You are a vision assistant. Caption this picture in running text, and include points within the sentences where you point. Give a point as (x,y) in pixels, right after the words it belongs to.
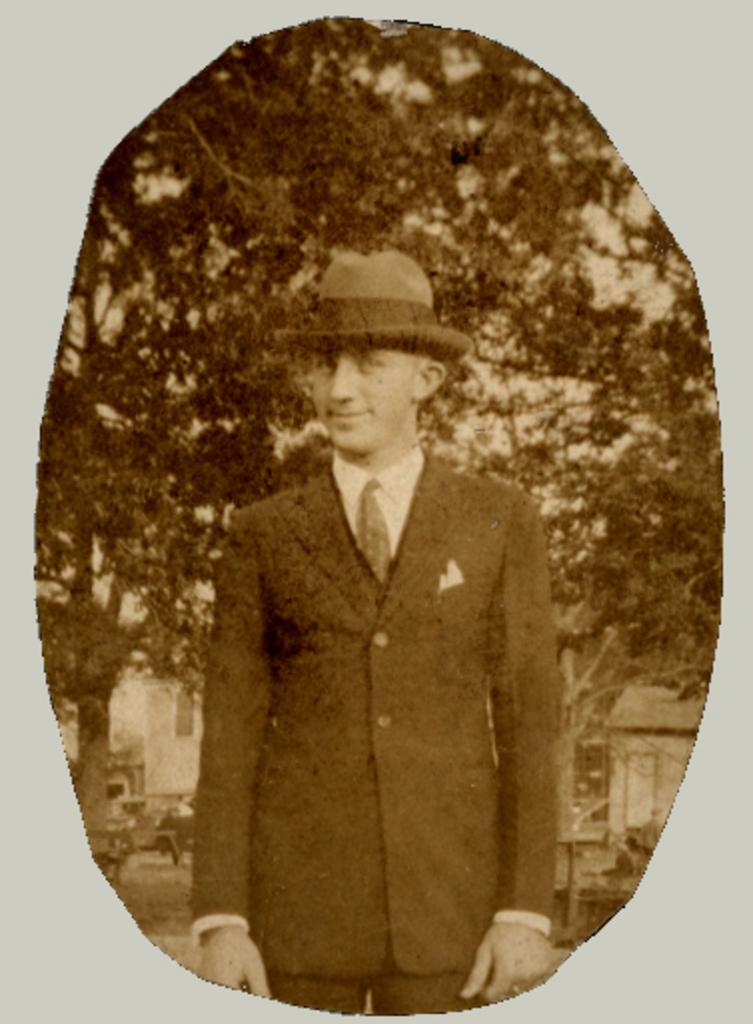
In this image I can see the person (374,691) wearing the blazer (375,667), shirt (343,487), tie (378,548) and the hat (354,345). In the background (208,511) I can see the trees (156,551) and the house (563,829). And this is a black and white image.
